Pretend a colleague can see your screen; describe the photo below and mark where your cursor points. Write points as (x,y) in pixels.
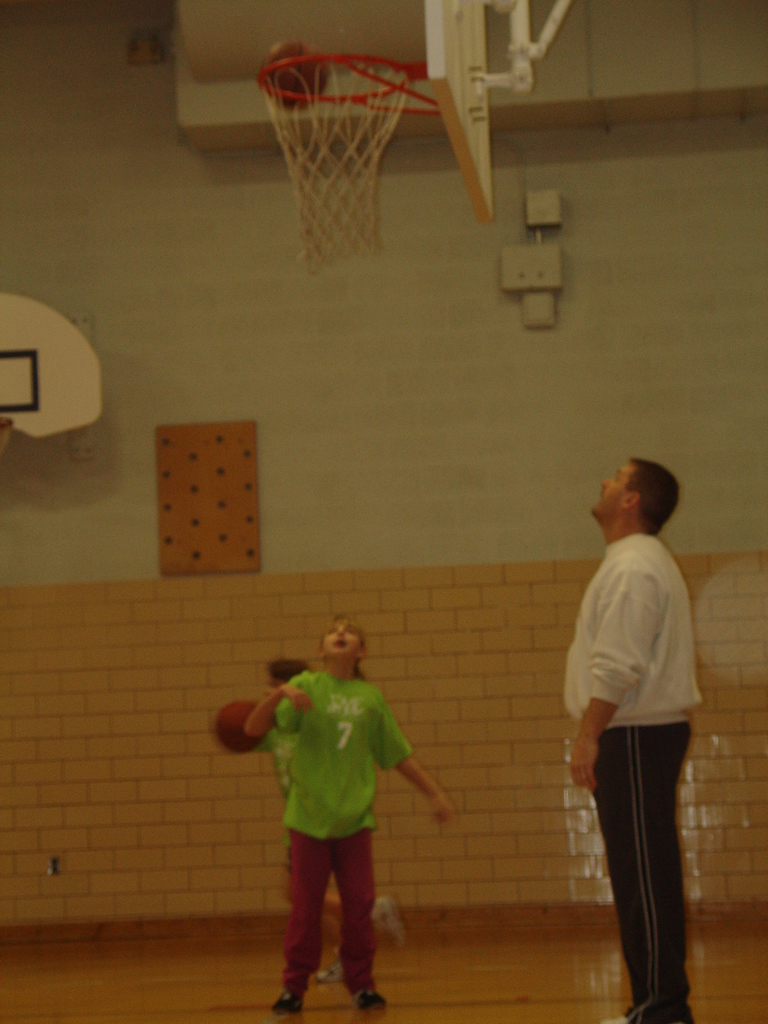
In this image we can see two persons (289,842) playing basketball on a court (700,966). There is a person (615,669) watching at the ball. Behind the persons (313,718) we can see a wall (350,561). At the top (468,156) we can see the basketball net (327,148) with backboard (477,154) and ball (323,86). On the left side (7,366), we can see a basketball backboard (2,296).
